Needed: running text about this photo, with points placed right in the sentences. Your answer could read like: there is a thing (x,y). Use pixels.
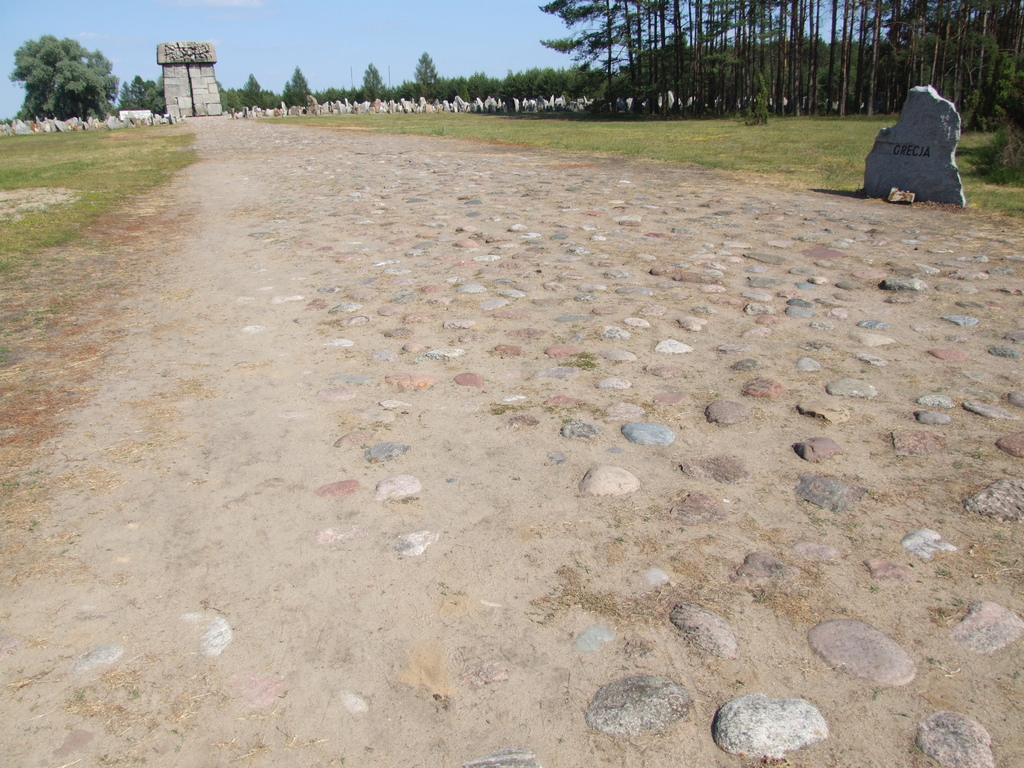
In this image there is a road (834,456) stuffed with stones (821,499) beside that there is grass (172,143) also there is a stone wall (219,97) and trees (155,88) behind them.
